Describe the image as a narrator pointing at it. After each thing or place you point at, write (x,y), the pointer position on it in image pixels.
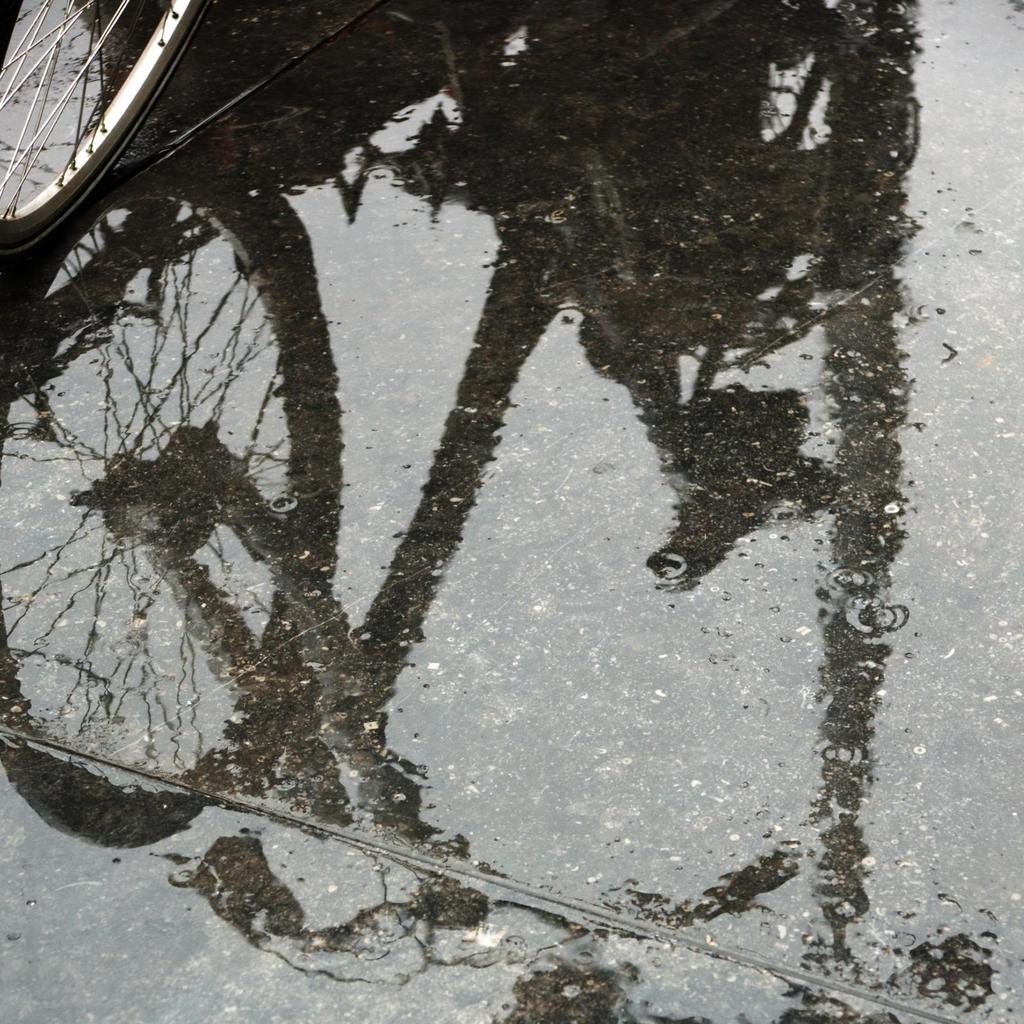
In this image I can see there is a wheel (60,64) on the left side (70,99) and there is a reflection (451,554) of a bicycle (325,756) on the water (482,834) on the floor (488,500).
